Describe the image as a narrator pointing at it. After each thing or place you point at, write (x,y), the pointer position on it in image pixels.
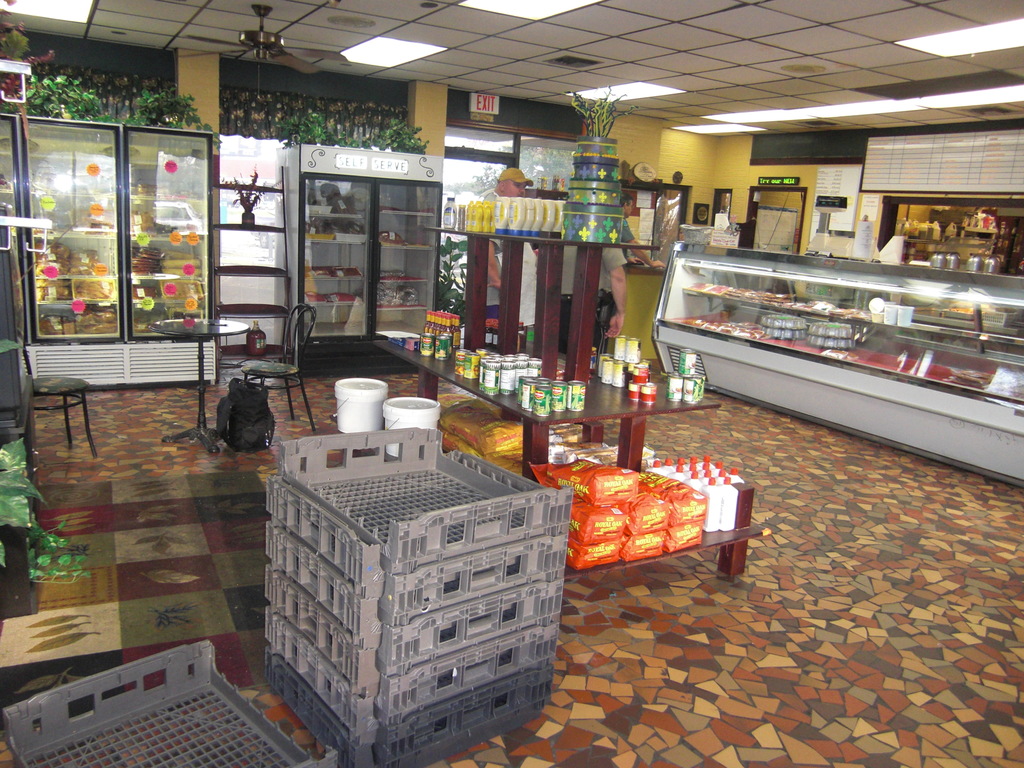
In this image in the front (435,592) there are crates (369,625). In the center (543,357) there is a table (569,377) and on the table (569,377) there are tin cans (525,383), there are packets (589,507), bottles (721,488), there is a plant (615,111), there are buckets (384,402) which are white in colour, there are empty chairs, there is a table (202,350) and under the table (205,328) there is a bag (247,409) which is black in colour. In the background (206,237) there are refrigerators (212,238). On the right side (835,303) there is a table (859,314) and there are persons (638,259), there are boards (846,225) with some text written on it and there is a door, there is a window (945,219). In the background (543,163) there is a window (526,162) and on the top of the refrigerator (164,159) there are plants (65,114), there is a fan (254,33) on the ceiling (272,24). On the left side (47,559) there are leaves (8,487) which are visible.
